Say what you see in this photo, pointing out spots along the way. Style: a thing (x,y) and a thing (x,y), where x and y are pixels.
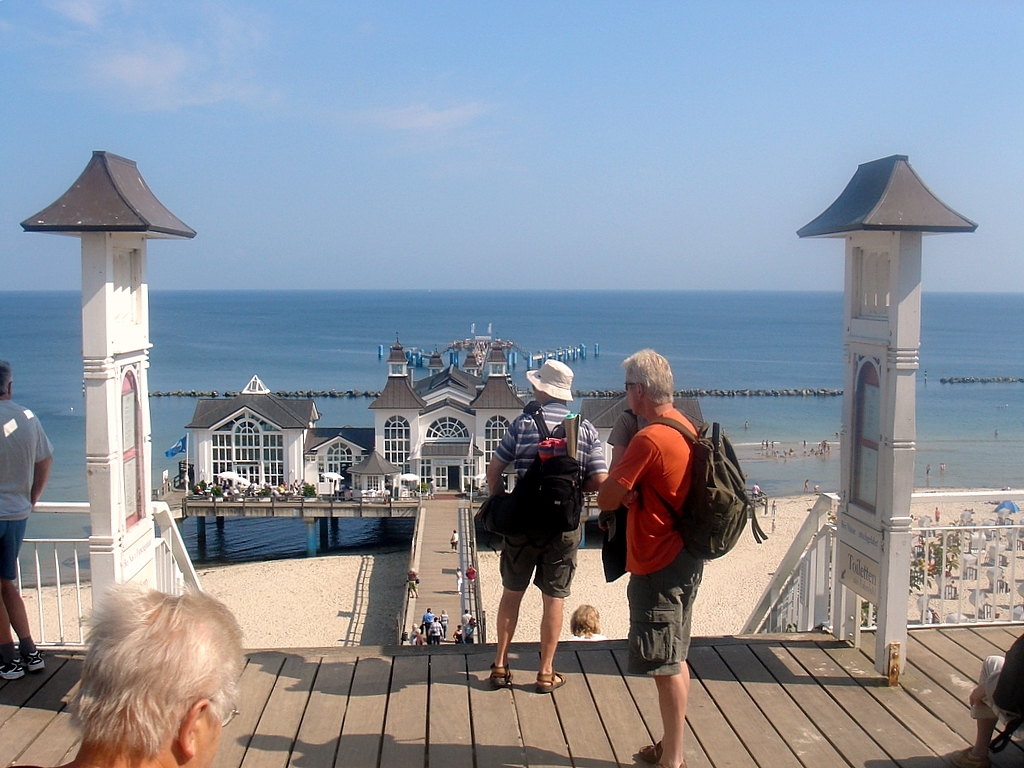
In this image I see 3 men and 2 of them are wearing a bag (564,425) and one of them is wearing a hat (543,371) and they are standing on a path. In the background (240,599) I can see sand (343,572) over here and a bridge (465,536) and a building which is of white in color and water (830,328) over here and the sky (183,217) is blue in color.
